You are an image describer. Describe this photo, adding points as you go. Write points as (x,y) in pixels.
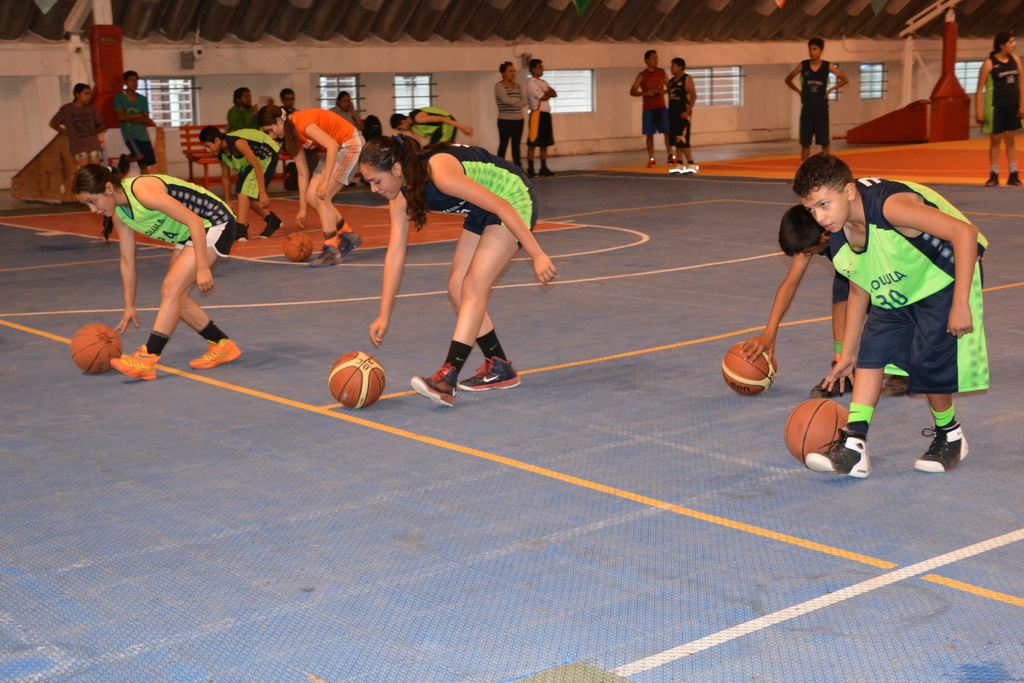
In this image I can see some people (126,232) standing together holding the ball (337,393) on floor (243,366), beside them there are another group of people (86,114) standing under the roof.
